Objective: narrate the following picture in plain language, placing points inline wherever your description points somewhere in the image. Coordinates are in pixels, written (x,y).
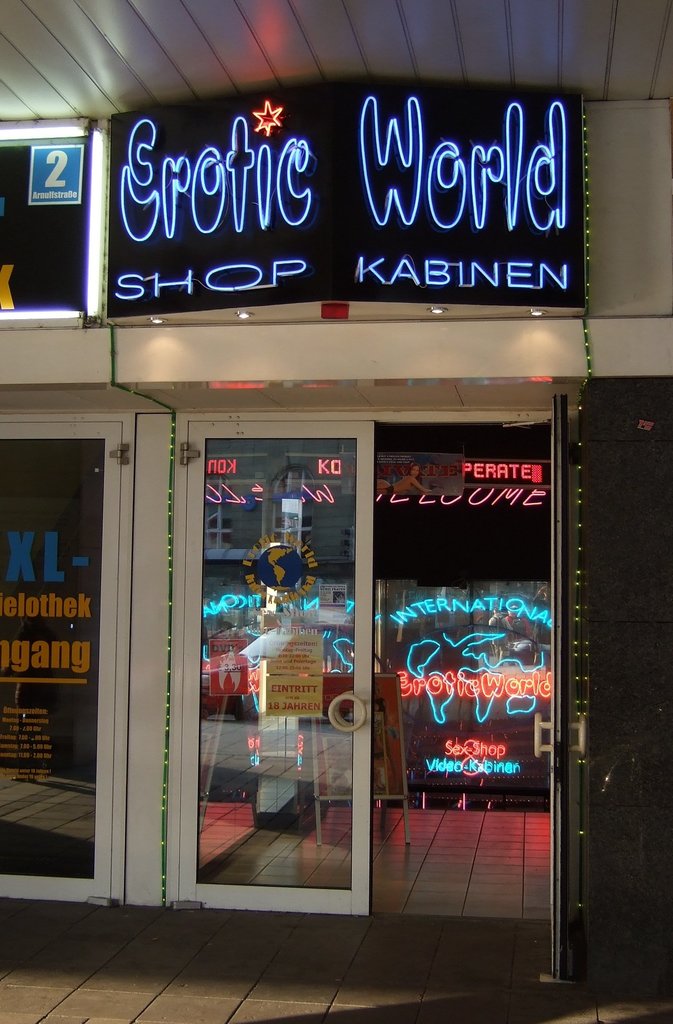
This is the front view of the shop (441,375). The walls (453,327) and roof (464,71) are in white color. The banner (182,242) of the shop (305,134) is in black color.
